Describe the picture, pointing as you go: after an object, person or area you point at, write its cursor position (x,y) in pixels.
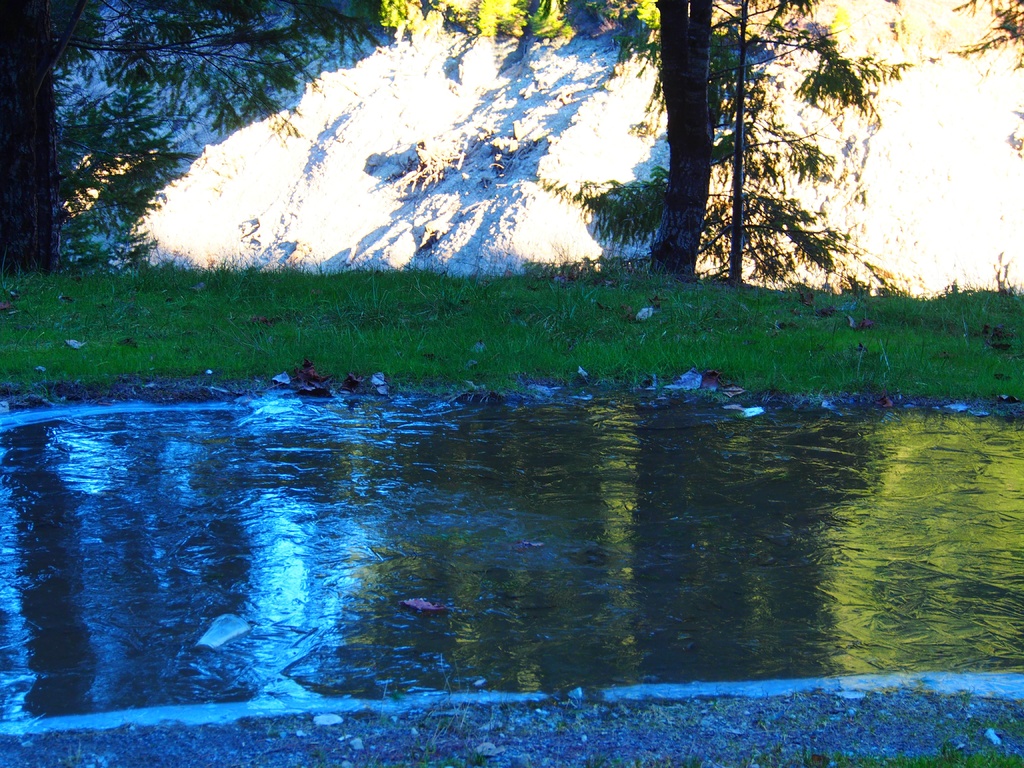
In this picture we can see water (301,417), grass (532,299) and trees (705,21). In the background of the image (348,99) we can see rock (336,164).
